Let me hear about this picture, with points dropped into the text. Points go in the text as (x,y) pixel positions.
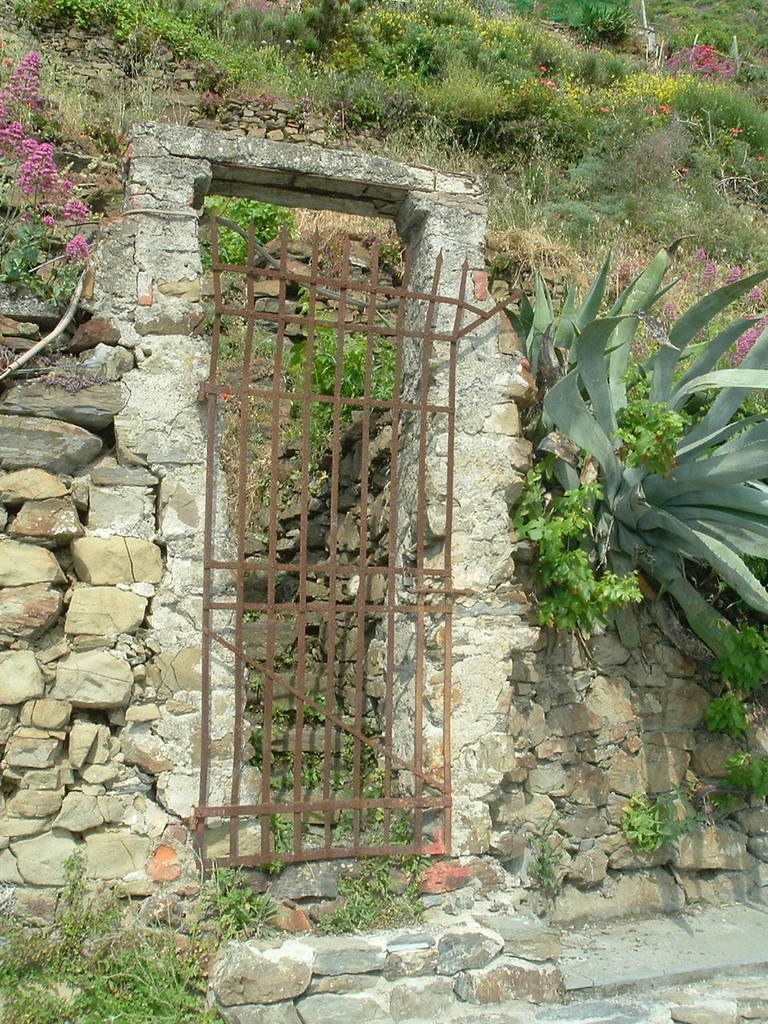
This picture shows few plants (667,264) and we see a stone wall (397,712) with a metal gate (428,457).
